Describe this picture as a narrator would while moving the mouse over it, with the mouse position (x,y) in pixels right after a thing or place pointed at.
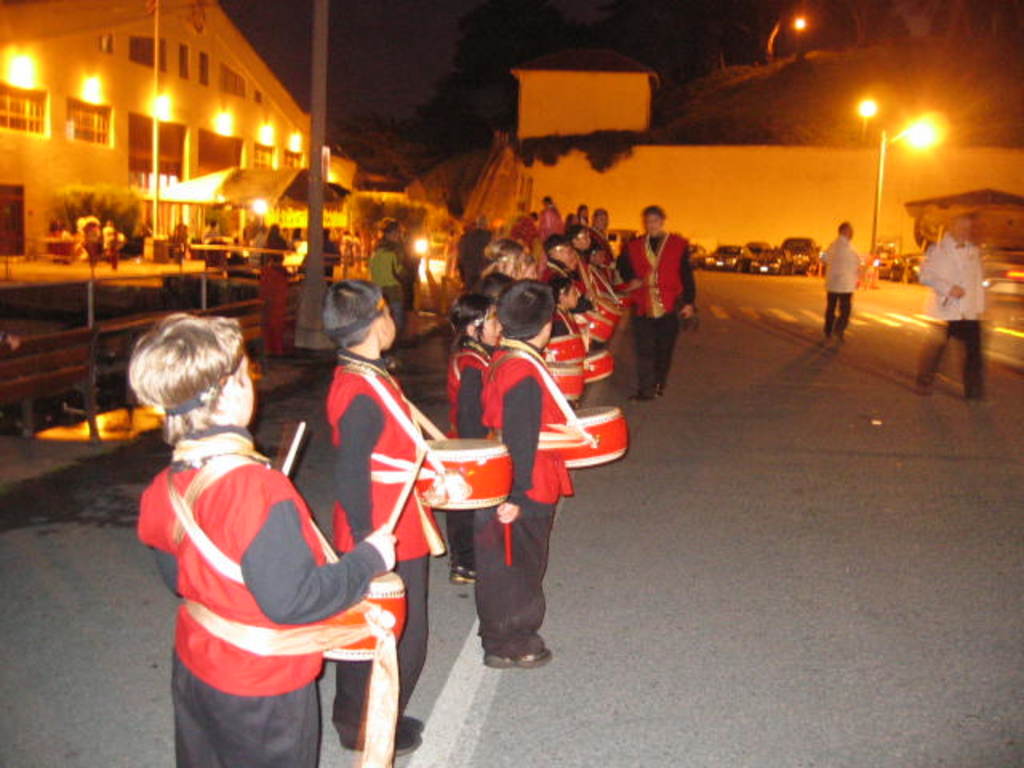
There are few persons (429,572) on the ground (712,436) and they are holding drums (391,572). Here we can see houses (204,108), lights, poles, vehicles (916,261), plants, and trees (462,140). There is a dark background (669,11).
